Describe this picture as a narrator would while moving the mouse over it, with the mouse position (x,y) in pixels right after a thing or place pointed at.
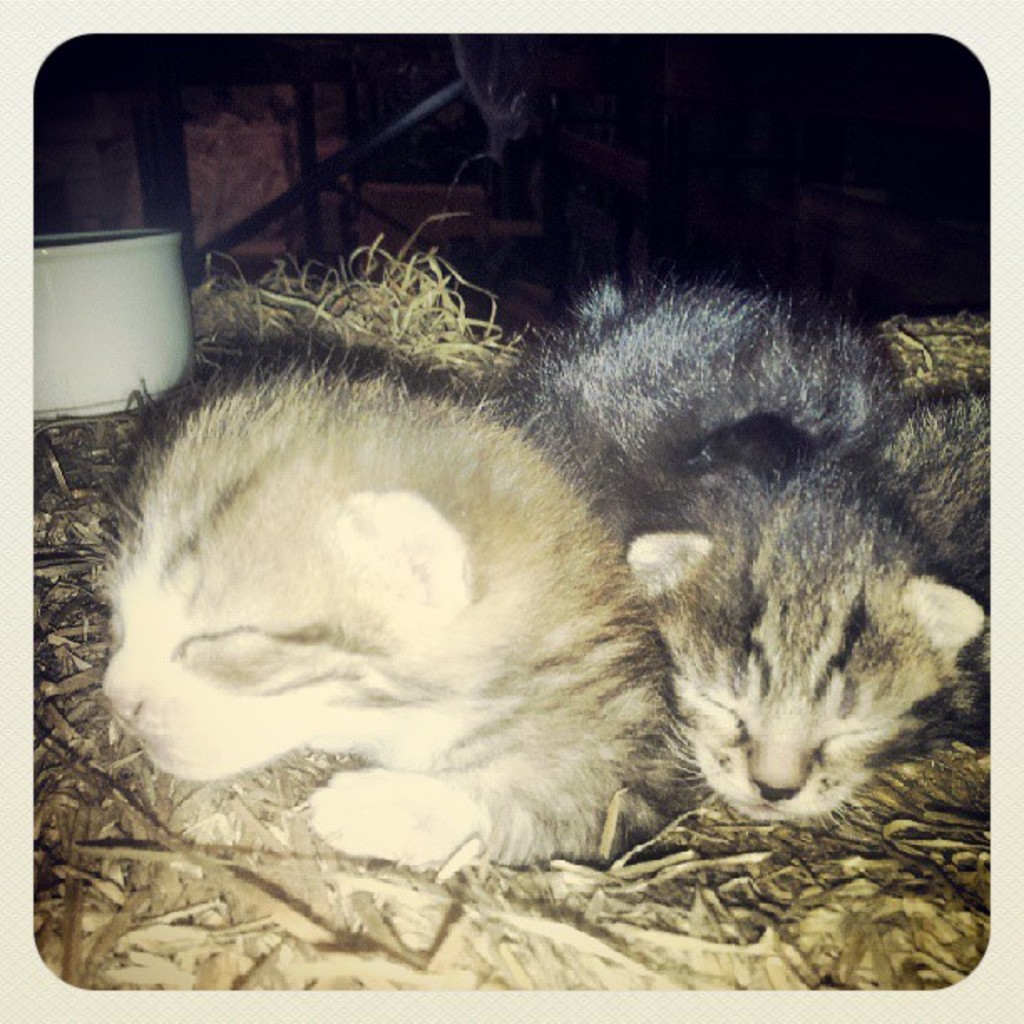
In the image there are two kittens (355,589) lying on the grass (638,905). Behind them on the left side (74,285) there is a white color object (151,264). There are some other things (367,193) in the background (367,143).
